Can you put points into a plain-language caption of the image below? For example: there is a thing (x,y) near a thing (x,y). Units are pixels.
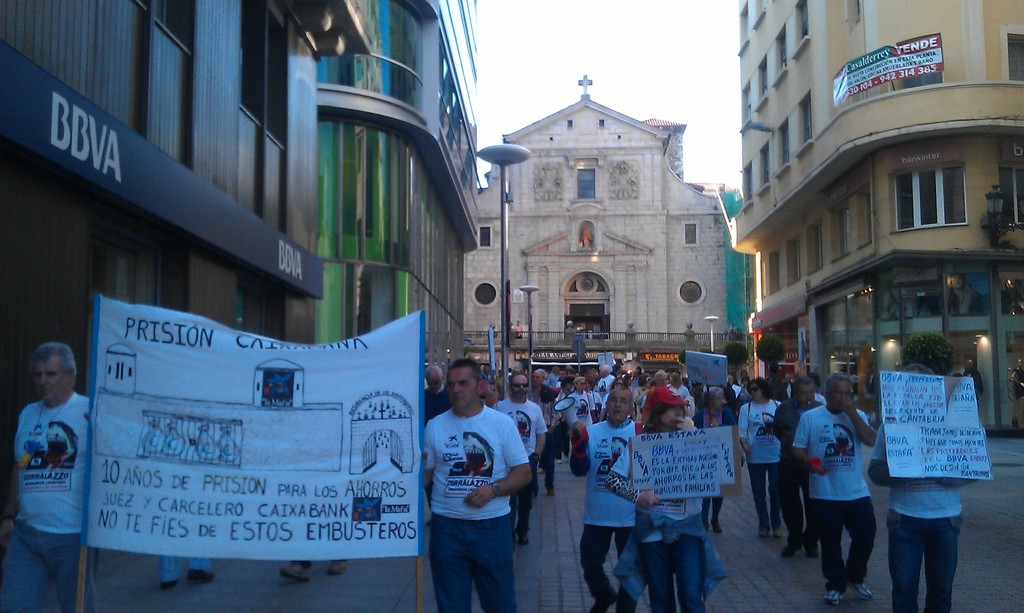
In this image there are group of people (685,414) standing and holding a megaphone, banner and placards (704,463), and in the background (3,88) there are buildings (554,148), lights (499,158), poles (531,357), trees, sky (618,67).
